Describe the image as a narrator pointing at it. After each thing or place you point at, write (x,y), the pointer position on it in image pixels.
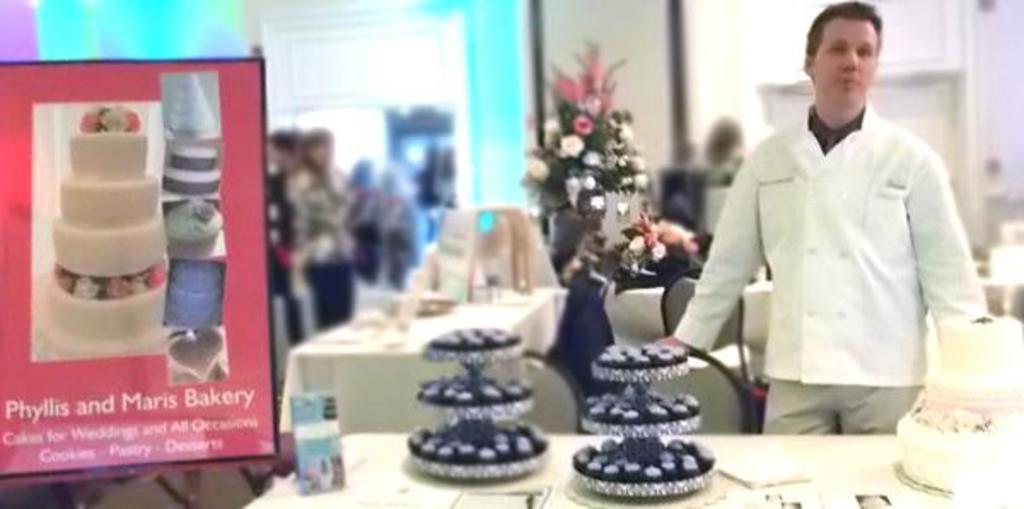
In the picture there is a table (913,495) and there are three cakes (506,440) kept on the table (747,495), on the left side (191,360) there is a banner (124,118) of a bakery. A person (792,410) is standing behind the table (735,485) and behind him there is a bouquet (572,140), and the background (495,19) is blurry.
